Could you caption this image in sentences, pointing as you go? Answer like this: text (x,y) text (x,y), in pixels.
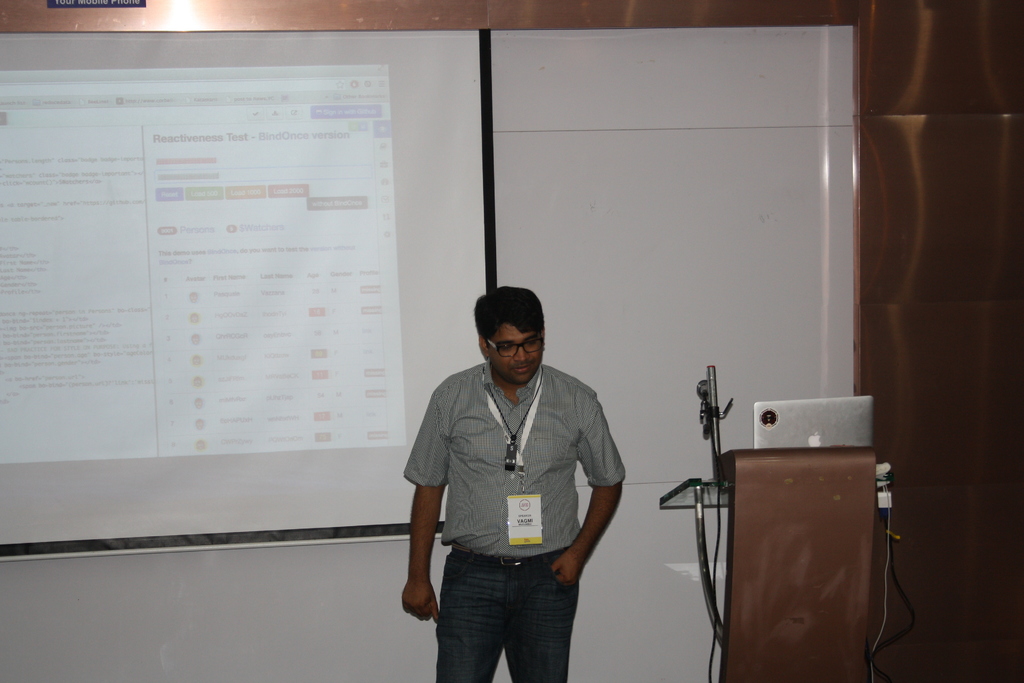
In this image there is a person (555,497) standing in front of the screen (268,356) on which there is a text (64,317), on the right side (844,469) there is a podium (869,571), on which there are cables wires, laptop (784,407) visible.
